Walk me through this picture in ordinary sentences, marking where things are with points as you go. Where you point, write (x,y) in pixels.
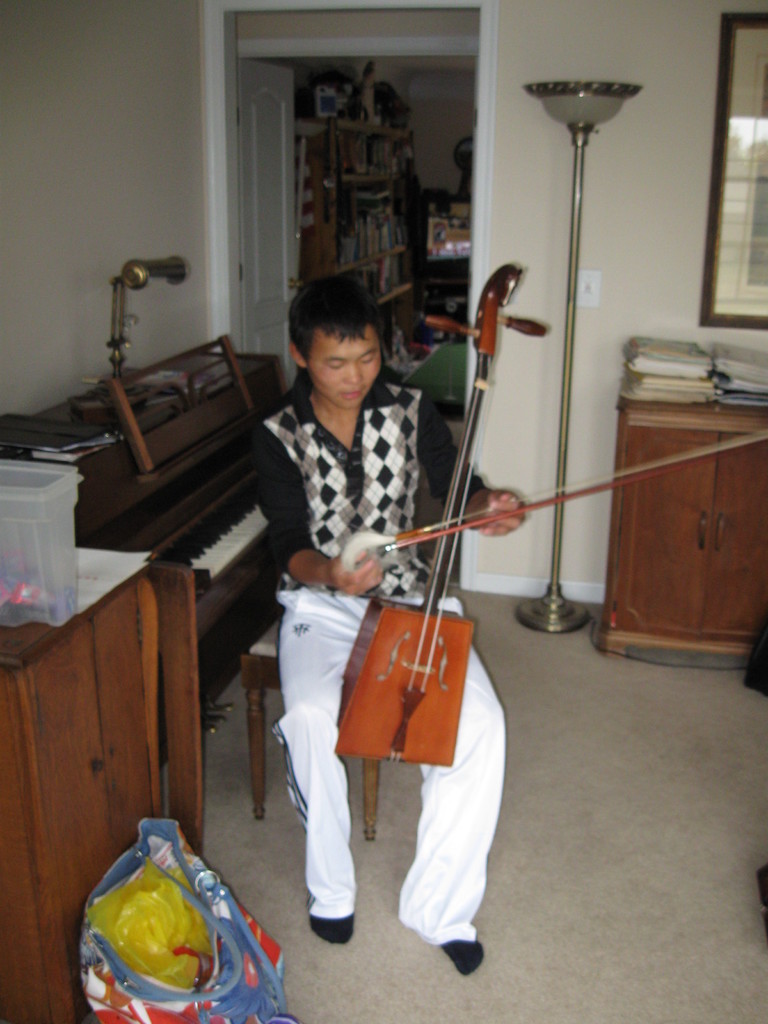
This is an image clicked inside the room (415,448). In this image I can see a person (285,603) sitting on the stool (261,676) and holding some musical instrument (449,534) in his hands (377,575). On the left side of this image (50,780) I can see a table (64,679) and box (36,593) on it. There is a blue color bag (219,994) beside this table (70,891). At the back of this person (262,488) there is a piano (237,594). In the background (252,241) I can see a door (270,236), rack (319,180) some books (364,233) are there in it and television (450,241). On the right side of this image (705,535) there is another small table (748,489). On this table (647,406) there are some books (695,377) and papers (707,373). Above this table (641,422) I can see a frame (753,243). Beside this frame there is a stand (578,160), on the top of it light (574,106) is placed to it.
